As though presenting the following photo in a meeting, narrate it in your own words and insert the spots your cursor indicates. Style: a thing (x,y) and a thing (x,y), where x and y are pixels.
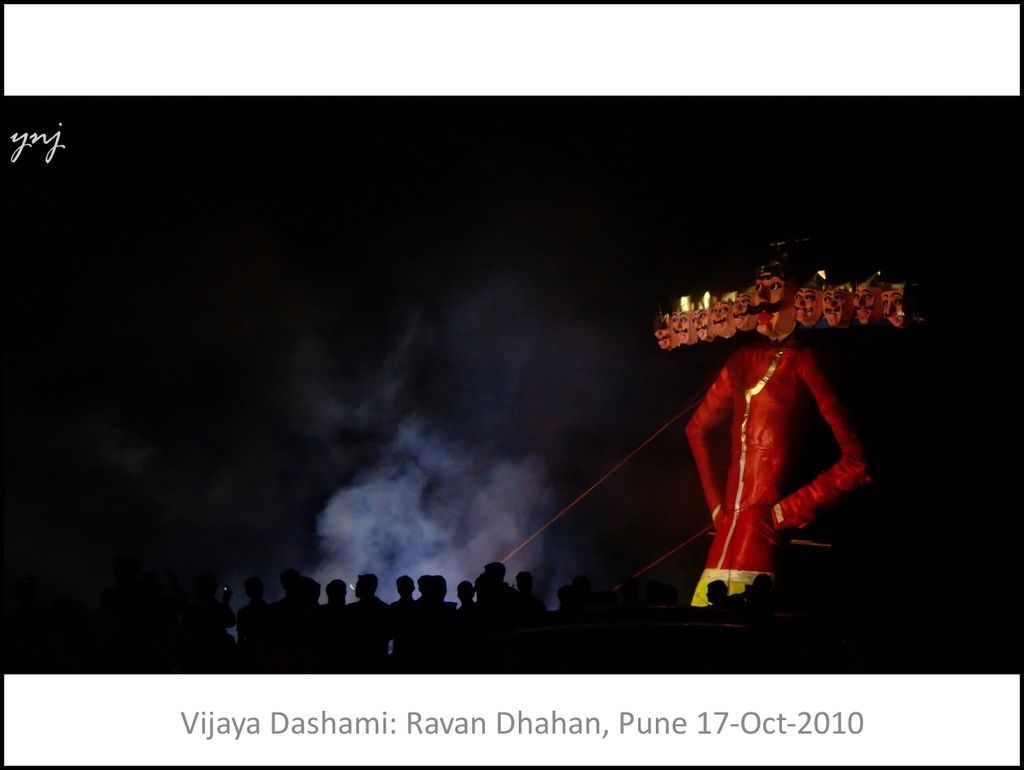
It is an edited image, there is a giant doll (769,377) and in front of that there are few people (436,619) and there is some smoke (413,480) in front of those people (450,614) and there is some information (237,730) mentioned below the picture related to the doll (783,511).
